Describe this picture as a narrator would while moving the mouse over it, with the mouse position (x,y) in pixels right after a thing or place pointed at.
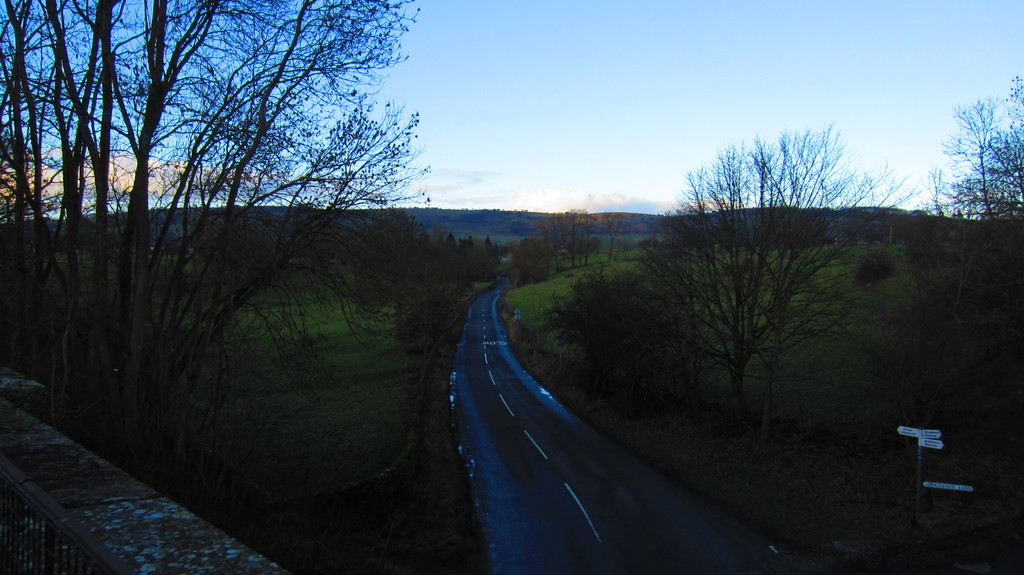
In this image I can see a fence (70,528) on the left (48,514). There is a road (543,494) in the center (490,358). There is a sign board (950,485) on the right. There are trees (42,329) and grass (264,444) on the either sides of the road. There is sky (508,39) at the top (580,95).
